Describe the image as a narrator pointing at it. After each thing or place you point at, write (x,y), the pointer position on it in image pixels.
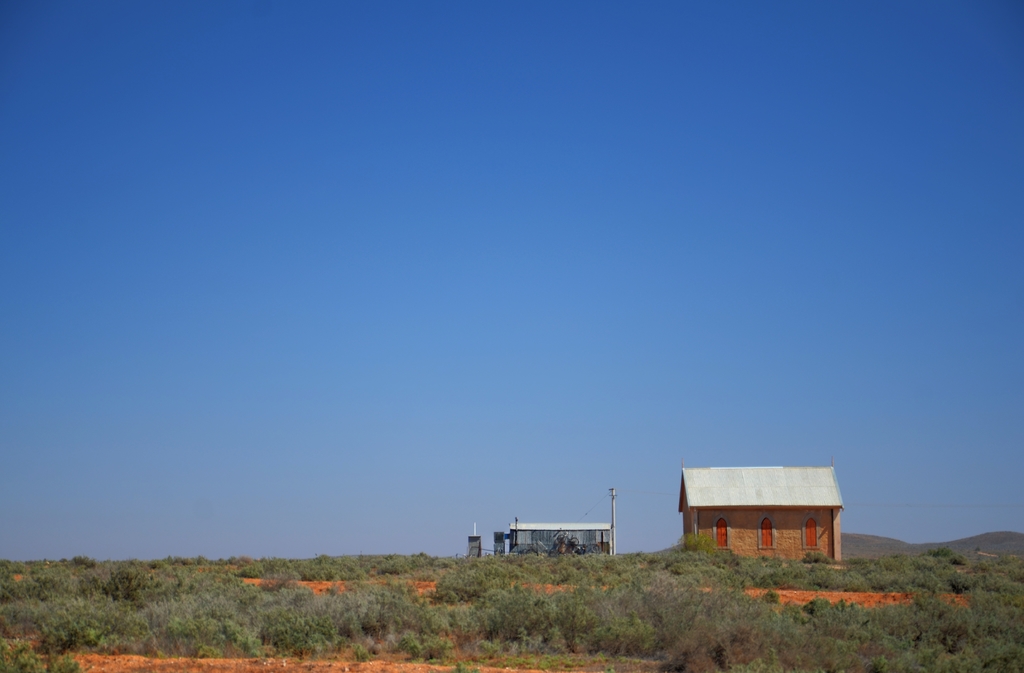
In the foreground of this image (548,629), there are trees (839,615), a house (759,530) and a shelter like structure (530,525). At the top (307,63), there is the sky (245,74).
